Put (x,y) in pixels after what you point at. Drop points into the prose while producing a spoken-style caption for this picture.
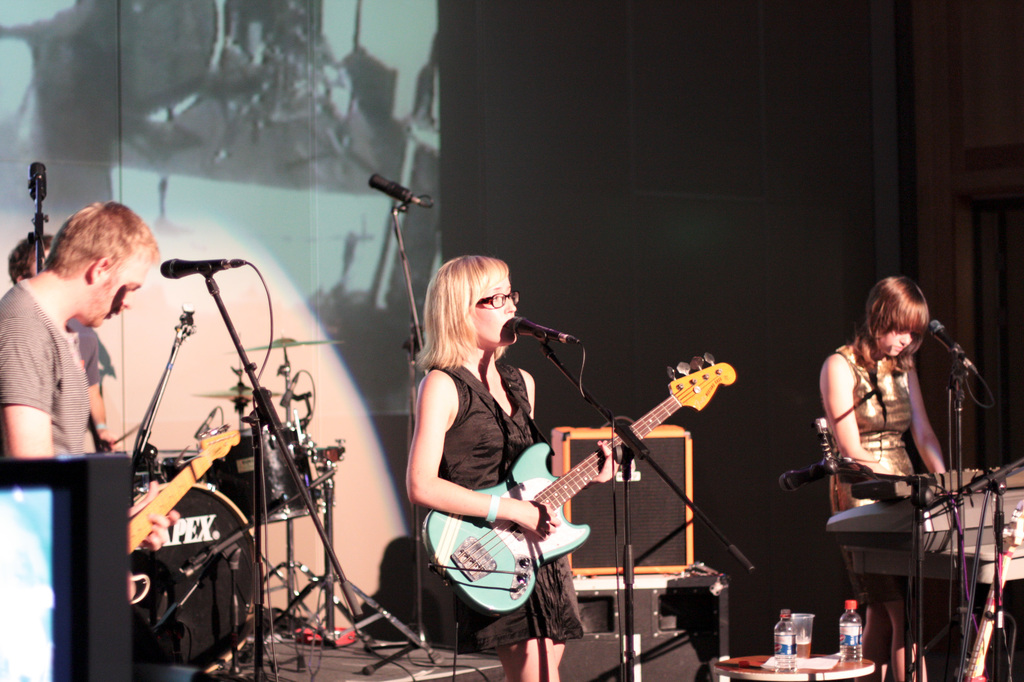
In this picture there are group of people (441,451) those who are singing on the stage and there is a photograph (377,105) at the left side (250,89), there are drum set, piano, guitars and speakers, other musical instruments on the stage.
